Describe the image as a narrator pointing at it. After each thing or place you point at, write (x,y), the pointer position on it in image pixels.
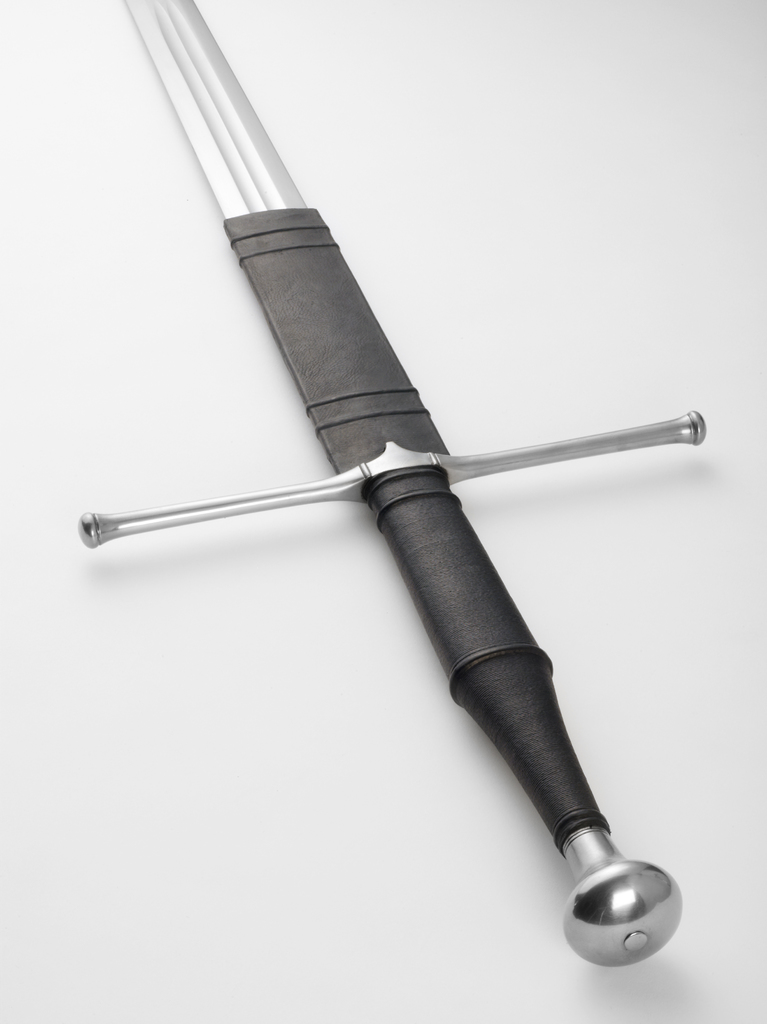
In the center of this picture (323,370) we can see the blade (232,109), rain-guard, grip (501,600) and a pommel (636,894) of a sword (313,346). The background of the image (637,95) is white.
